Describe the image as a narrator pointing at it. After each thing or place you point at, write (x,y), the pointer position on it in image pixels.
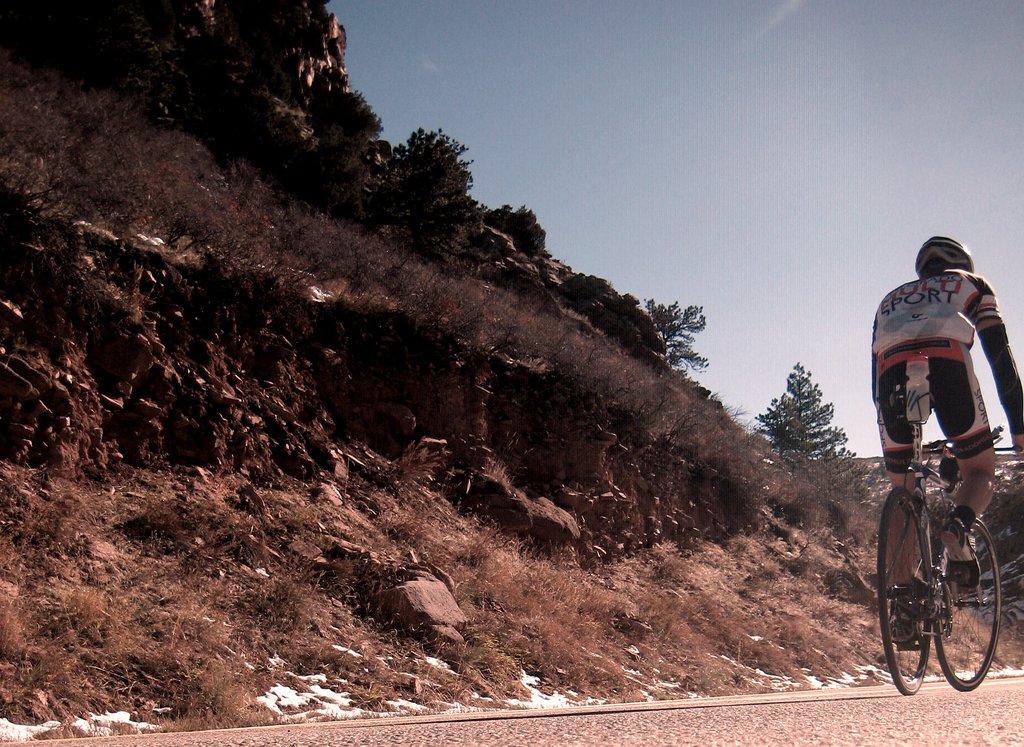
In this image on the right side (946,360) there is one person (953,416) who is sitting on a cycle (939,561) and riding, and in the background (466,361) there are some mountains (365,390) trees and some grass (681,645) and some rocks (345,557). At the bottom (759,707) there is a walkway (428,729), at the top of the image (719,126) there is sky (723,160).
